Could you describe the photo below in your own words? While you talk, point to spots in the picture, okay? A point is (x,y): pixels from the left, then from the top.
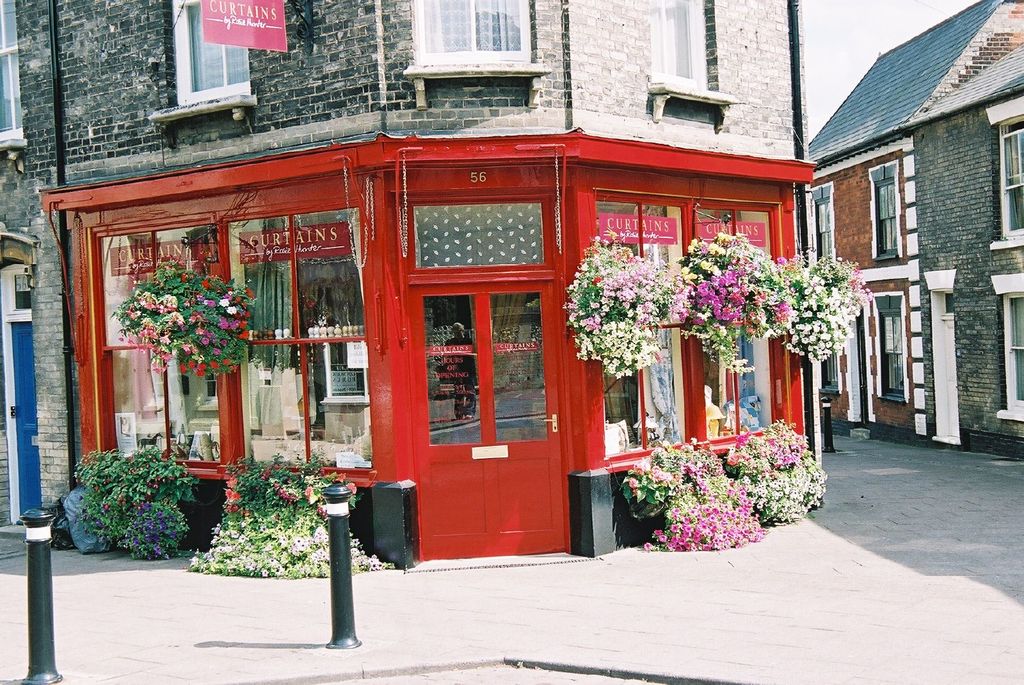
In this image we can see some poles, plants (161,315), flowers (686,469) and in the background of the image (449,212) there are some houses (997,401) and footpath (941,521).
